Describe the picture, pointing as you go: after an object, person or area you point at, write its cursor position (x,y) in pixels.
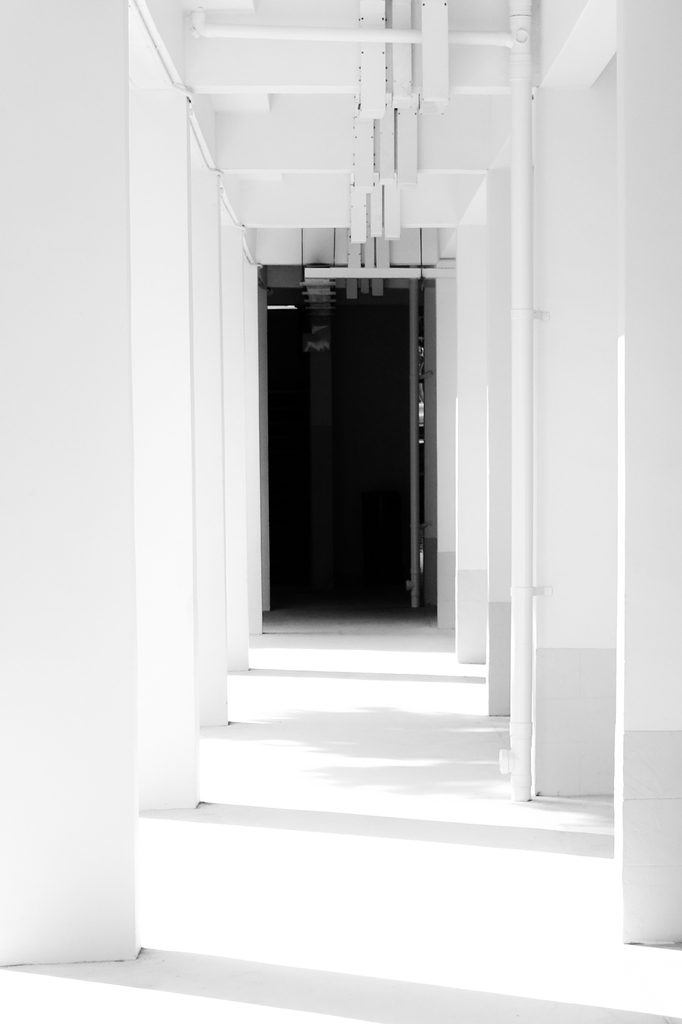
In this image we can see some pillars (178,586) and a door (329,462).
